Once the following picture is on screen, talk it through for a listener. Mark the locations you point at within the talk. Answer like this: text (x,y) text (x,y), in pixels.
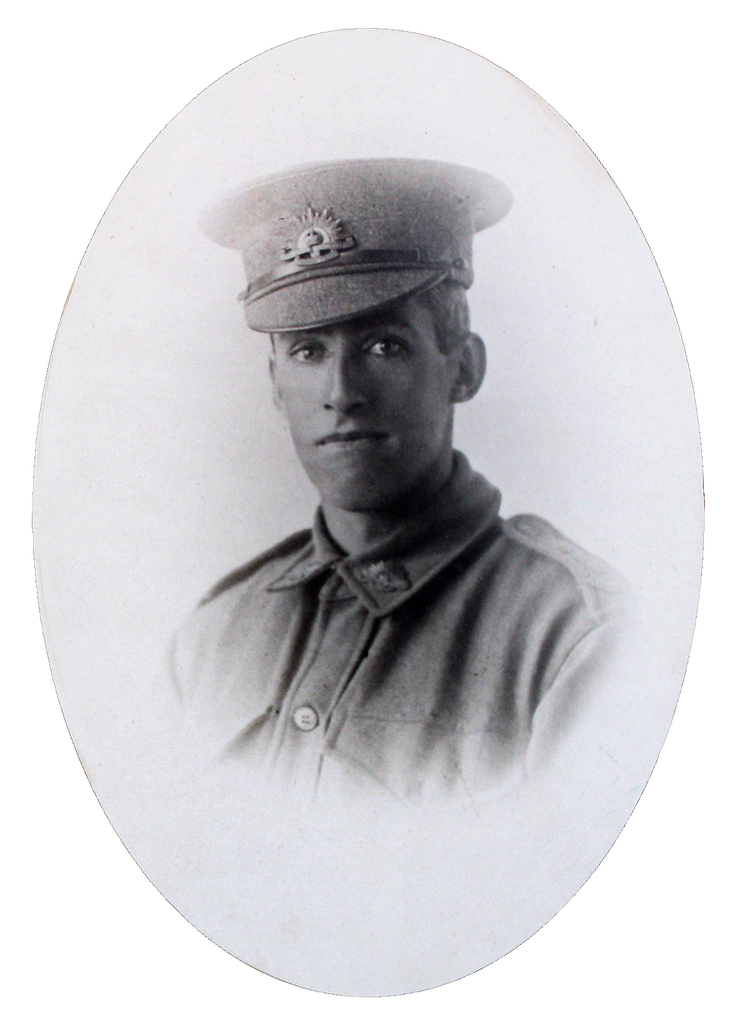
In this picture we can see a photo of a man (273,566). In the background of the image (111,668) it is white.
